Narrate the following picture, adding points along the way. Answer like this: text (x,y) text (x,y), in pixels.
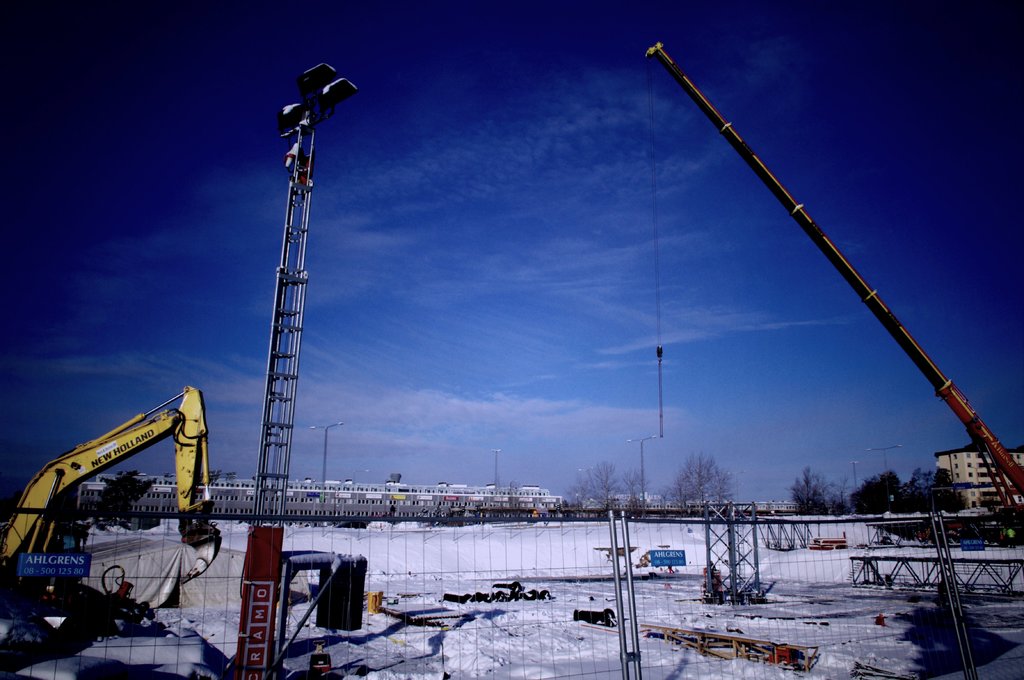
In the picture I can see vehicles (219,532), trees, fence (547,594), poles (259,528), street lights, buildings (490,513) and some other objects (511,583). In the background (547,346) I can see the sky (567,355).
